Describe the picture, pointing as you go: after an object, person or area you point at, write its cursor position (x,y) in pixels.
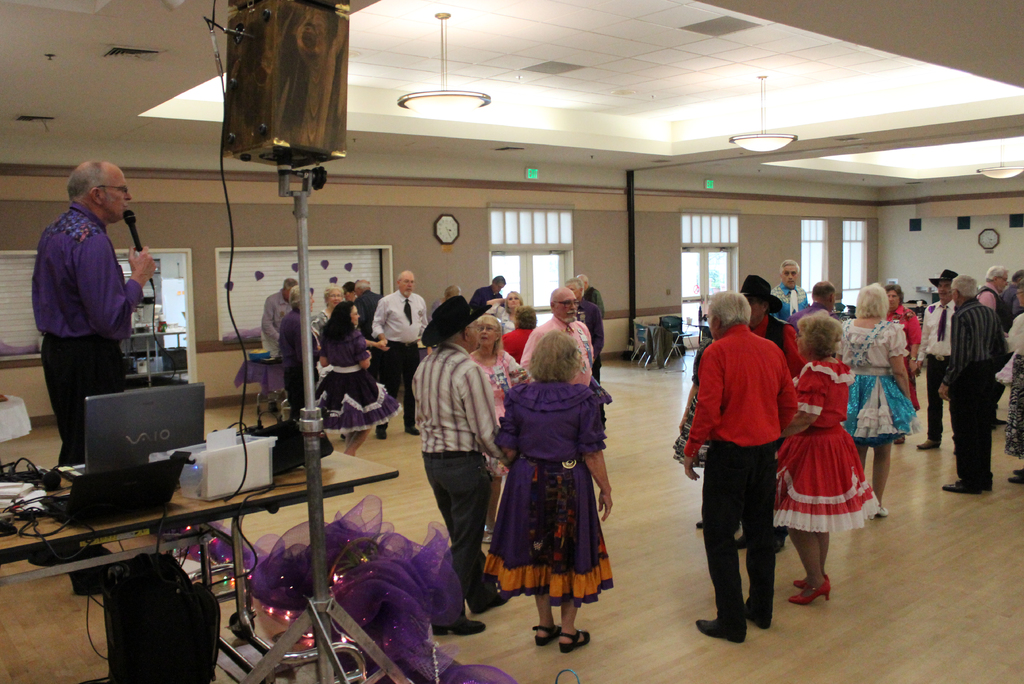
In the image there are many people (589,363) in colorful costumes (769,417) standing on the floor (648,571), this is clicked inside a hall (1013,241), on the left side (86,297) there is an old man (107,270) talking on mic (130,225), beside him there is a laptop (120,428) and equipment (189,498) on table (110,528), on the back (531,268) there are windows (554,278) on the wall (430,207) and lights (451,97) over the ceiling (776,125).
